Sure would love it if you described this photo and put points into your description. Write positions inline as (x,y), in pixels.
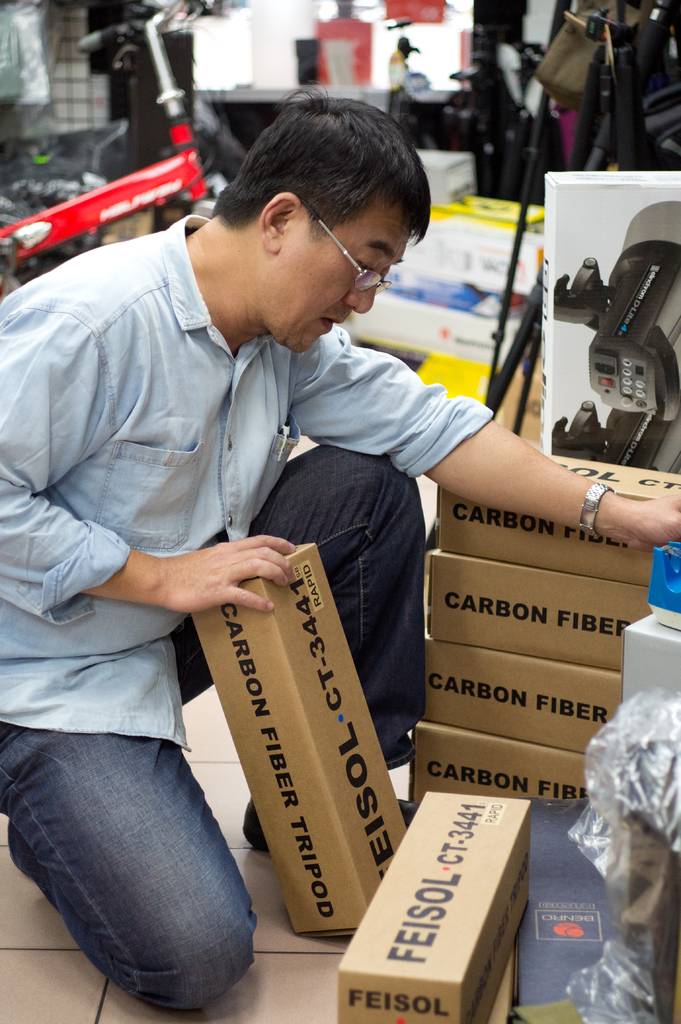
A man (167,507) is present. There are cartons (287,691). There is a bicycle (210,159) and other objects (547,80) at the back (566,74).
